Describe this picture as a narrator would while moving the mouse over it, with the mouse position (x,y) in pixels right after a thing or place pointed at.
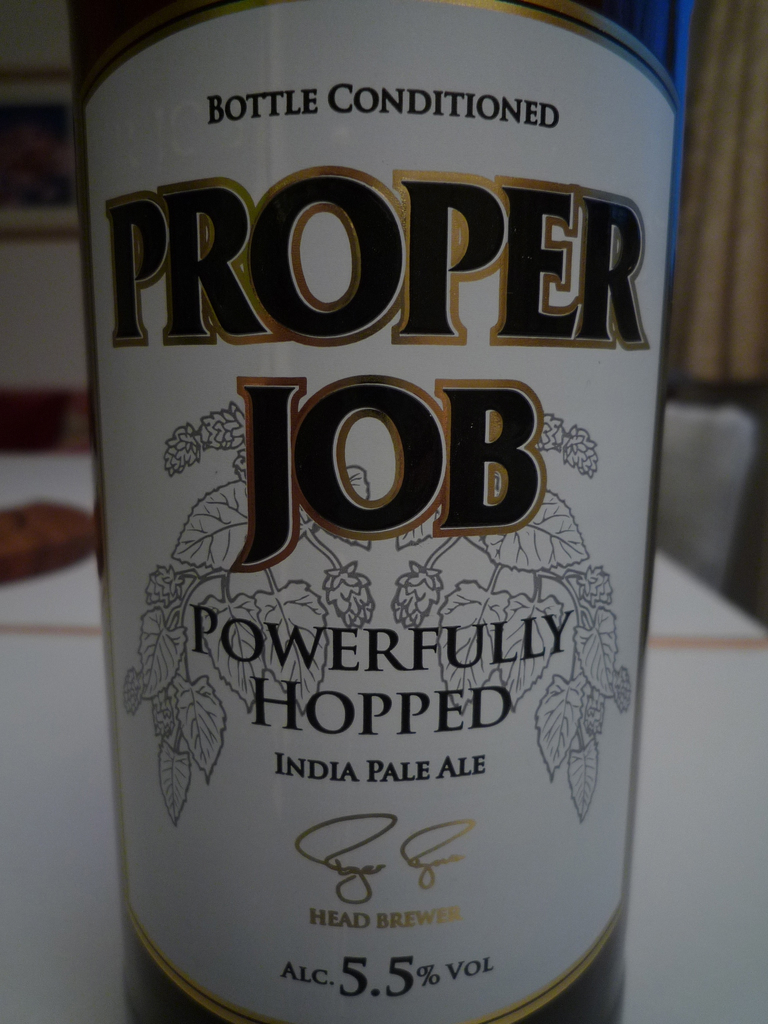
This picture shows a bottle (447,498) on the table (78,798) and we see a curtain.
